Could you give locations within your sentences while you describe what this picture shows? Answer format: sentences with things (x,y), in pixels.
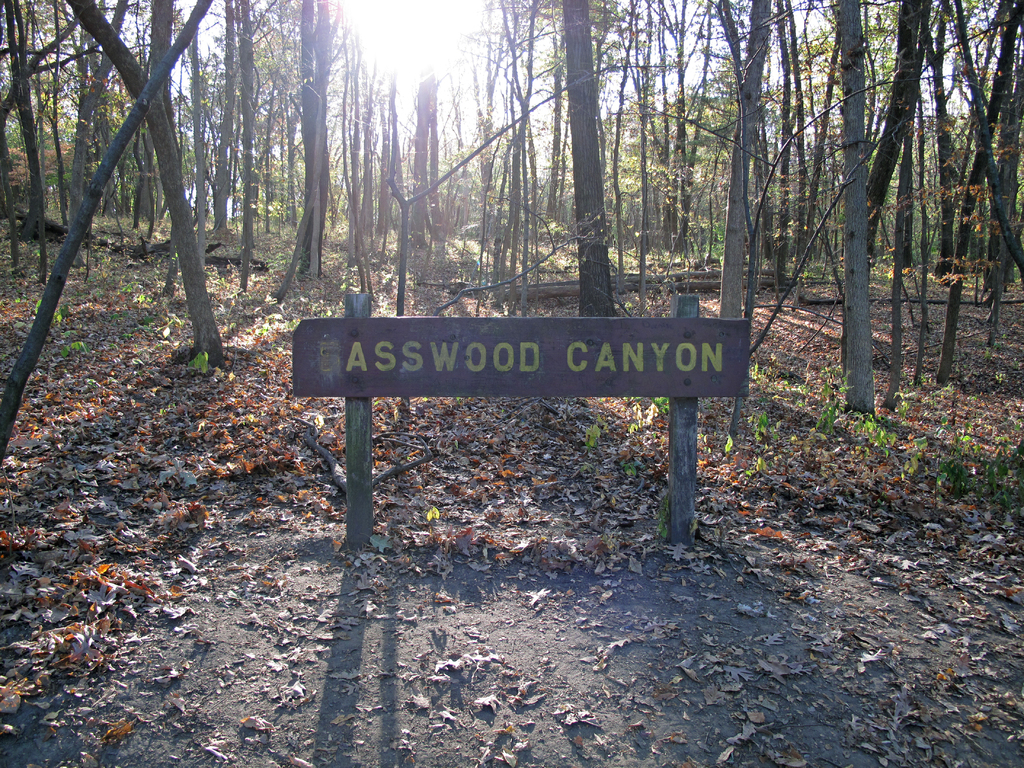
In this image in the center (342,365) there is one board (447,347) and wooden sticks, on the board (645,345) there is text (379,363) and at the bottom (480,578) there is sand (967,594) and some dry leaves (800,324) and in the background (492,126) there are trees (801,189) and sky (897,43).
